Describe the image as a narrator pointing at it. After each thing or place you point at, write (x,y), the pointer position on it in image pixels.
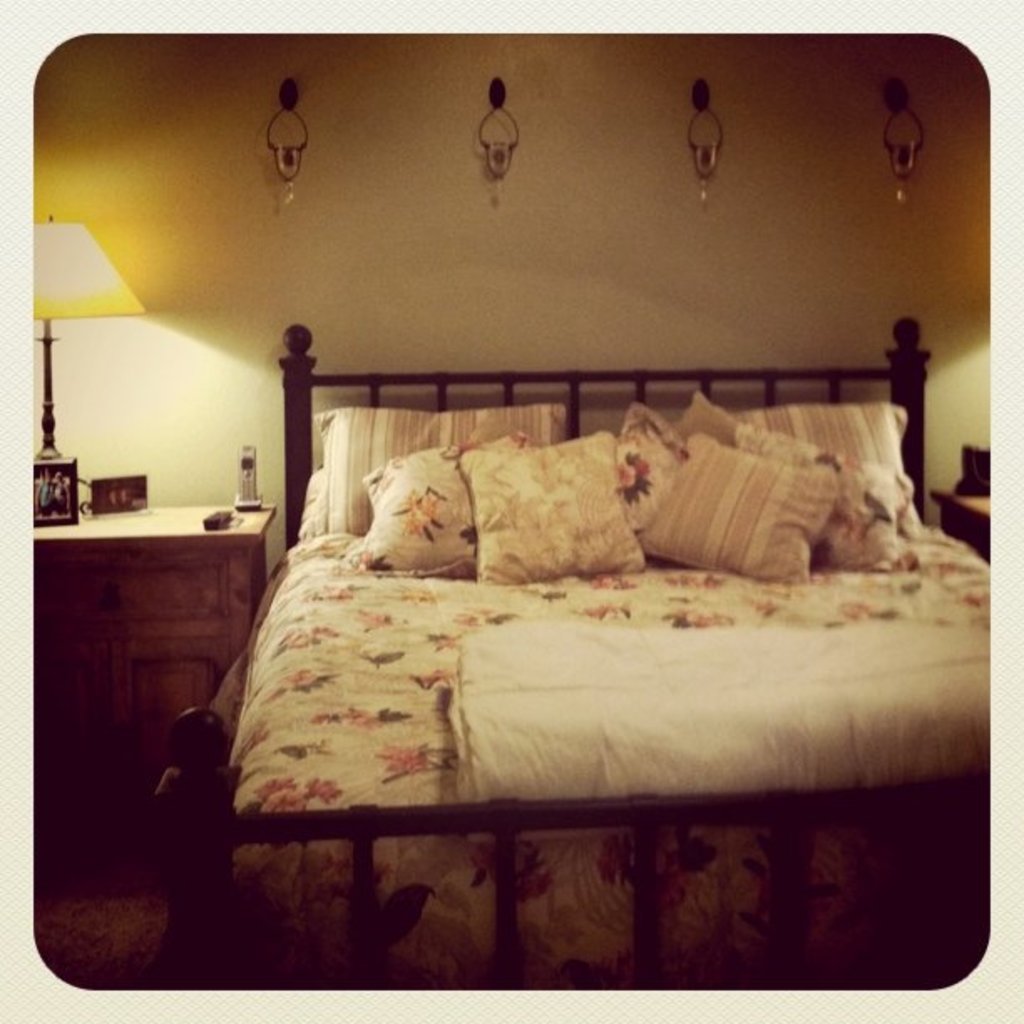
In this image there is a bed (506,584) on which there are pillows (543,494) and at the left side of the image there is a lamp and at the top of the image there are hangers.
